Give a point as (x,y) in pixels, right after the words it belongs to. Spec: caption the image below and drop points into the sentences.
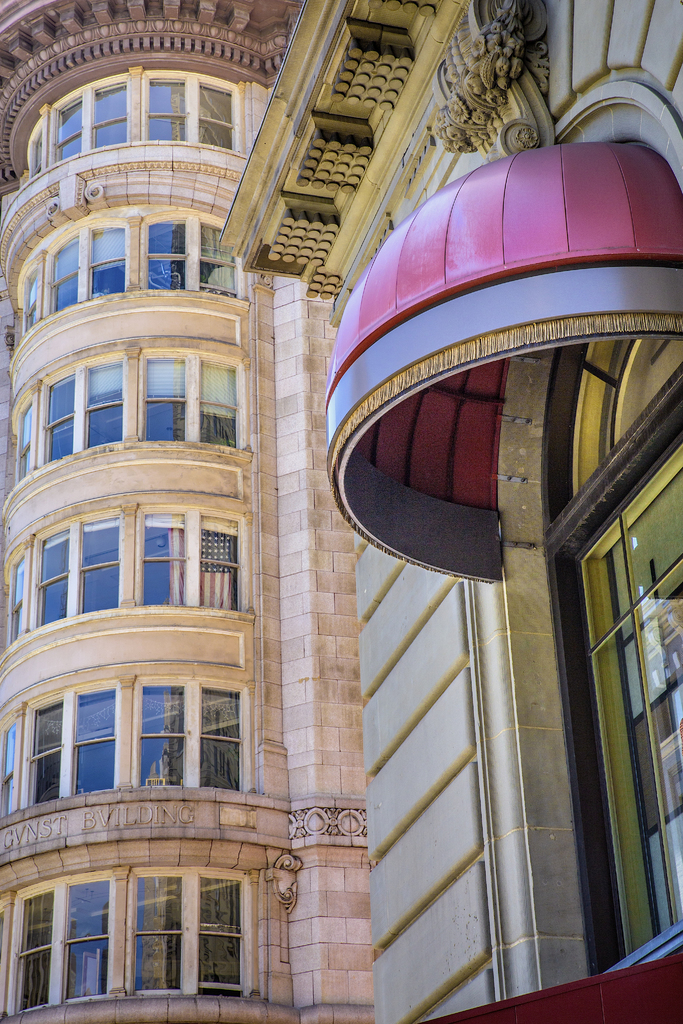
In this image we can see a building (424,874) with windows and roof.
